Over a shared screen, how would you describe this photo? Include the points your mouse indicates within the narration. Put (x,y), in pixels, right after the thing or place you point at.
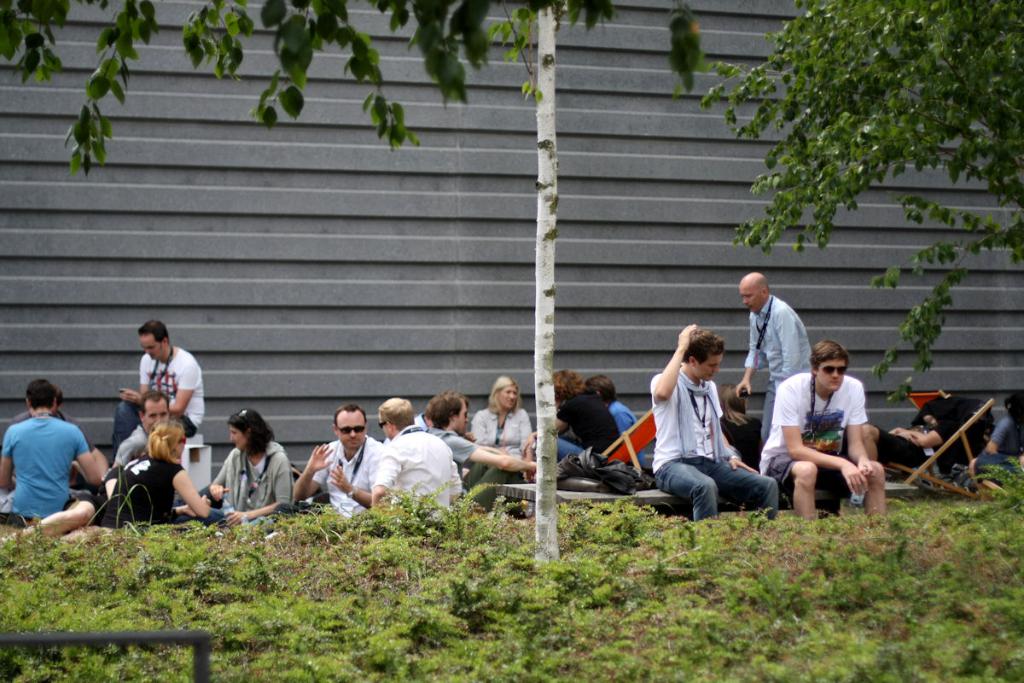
In this image there are a few people (828,358) sitting on the surface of the grass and there are few objects (931,396), behind them there is a wall (406,220). At the top of the image (481,35) we can see the leaves (808,74) of a tree (808,74).
